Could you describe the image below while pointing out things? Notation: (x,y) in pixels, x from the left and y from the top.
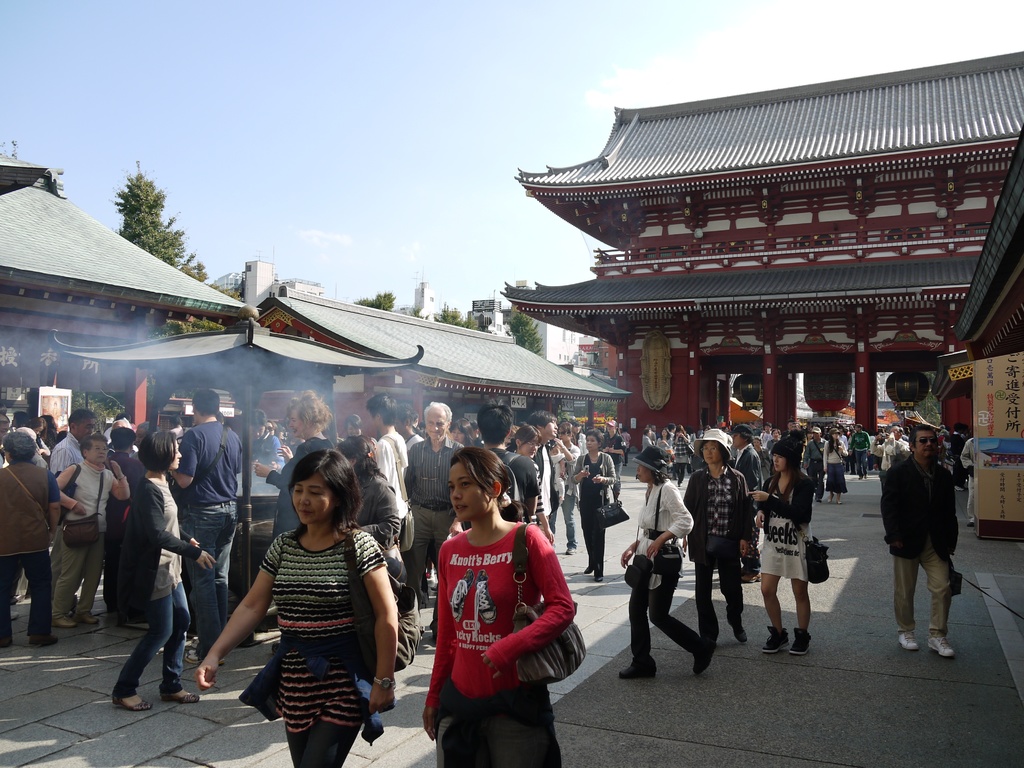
In this image we can see a group of people (516,576) on the ground (679,667). We can also see some buildings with roof (493,338), poles (137,414), boards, some trees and the sky (292,203).
